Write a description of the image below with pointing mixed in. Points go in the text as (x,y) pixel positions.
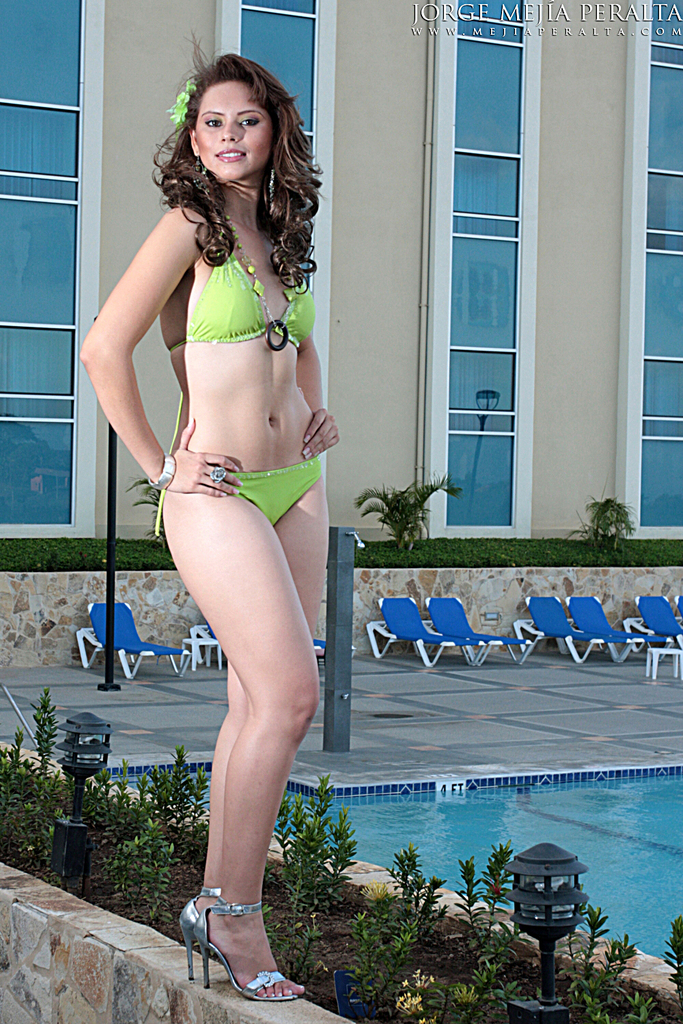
In the center of the image (249,458) we can see one person (260,548) standing and she is smiling, which we can see on her face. In the background (106,176) there is a building (384,40), wall (182,45), glass (267,28), grass (575,554), plants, poles (109,643) and water (507,794). On the top right of the image (478,31), there is a watermark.
